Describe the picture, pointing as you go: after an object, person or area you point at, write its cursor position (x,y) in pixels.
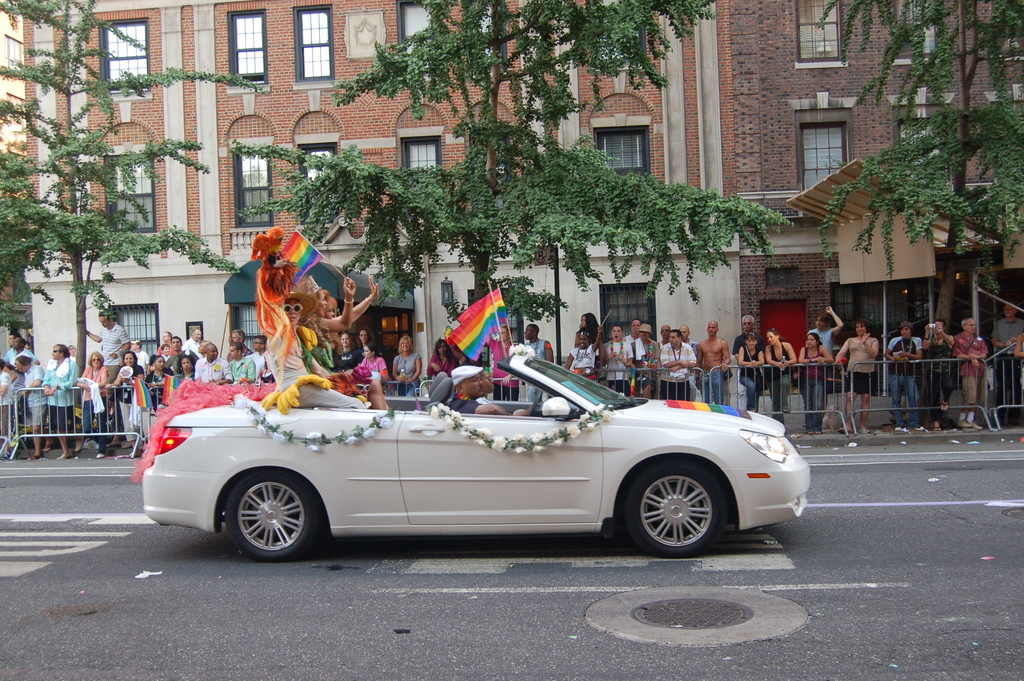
This image is clicked outside. There are trees (126,220) in the middle (461,233). There is a building (902,293) in the middle (602,265). It has doors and windows (129,72). There are some people (965,400) standing in the middle (344,338). There is a car (474,515) in the middle (412,422). It is in white color. There are some persons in that car (170,473). They are holding flags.
